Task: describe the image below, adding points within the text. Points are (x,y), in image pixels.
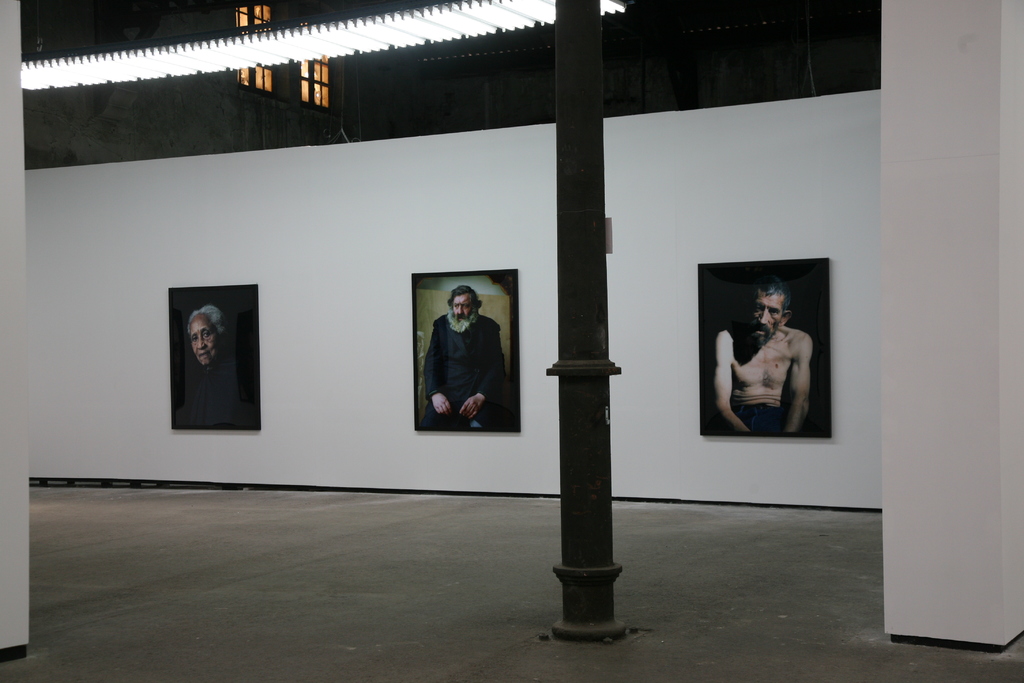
In this image we can see photo frames (764,308) on the wall (427,260). At the top of the image (304,104) there are lights (82,77), windows (317,57) and other objects (536,72). On the left (19,397) and the right side of the image (914,414) there are pillars (19,518). At the bottom of the image (501,591) there is the floor (717,560) and a pole (599,551).
